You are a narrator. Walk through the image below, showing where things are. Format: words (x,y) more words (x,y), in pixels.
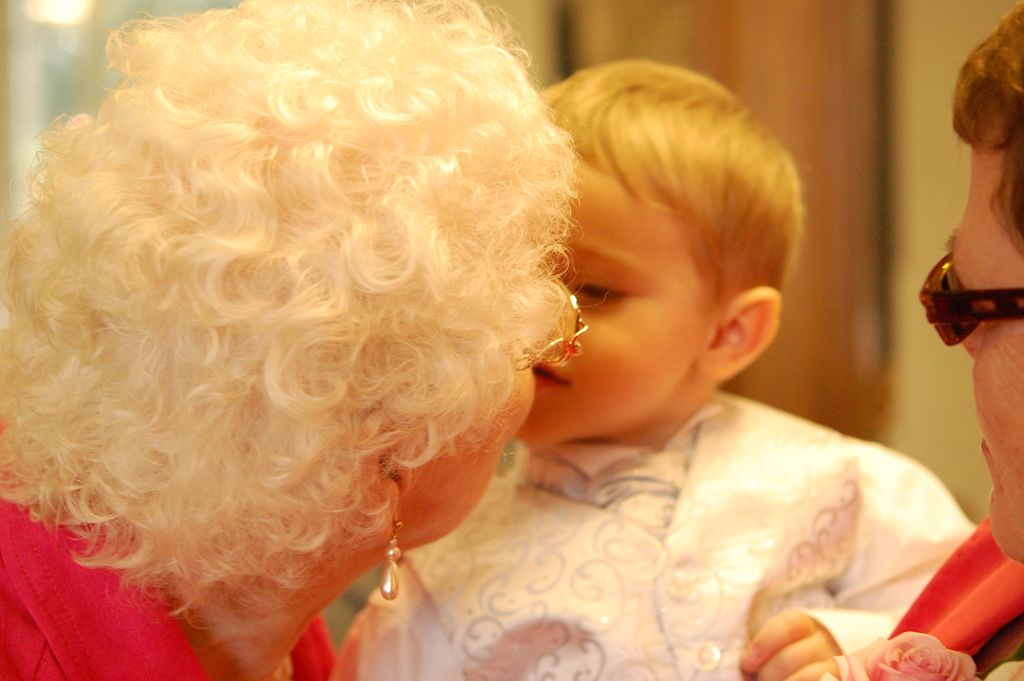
In this image, we can see an old woman (393,494) kissing the kid (541,382), there is a person (1007,554) standing and holding a kid (694,648), there is a blurred background (824,46).
